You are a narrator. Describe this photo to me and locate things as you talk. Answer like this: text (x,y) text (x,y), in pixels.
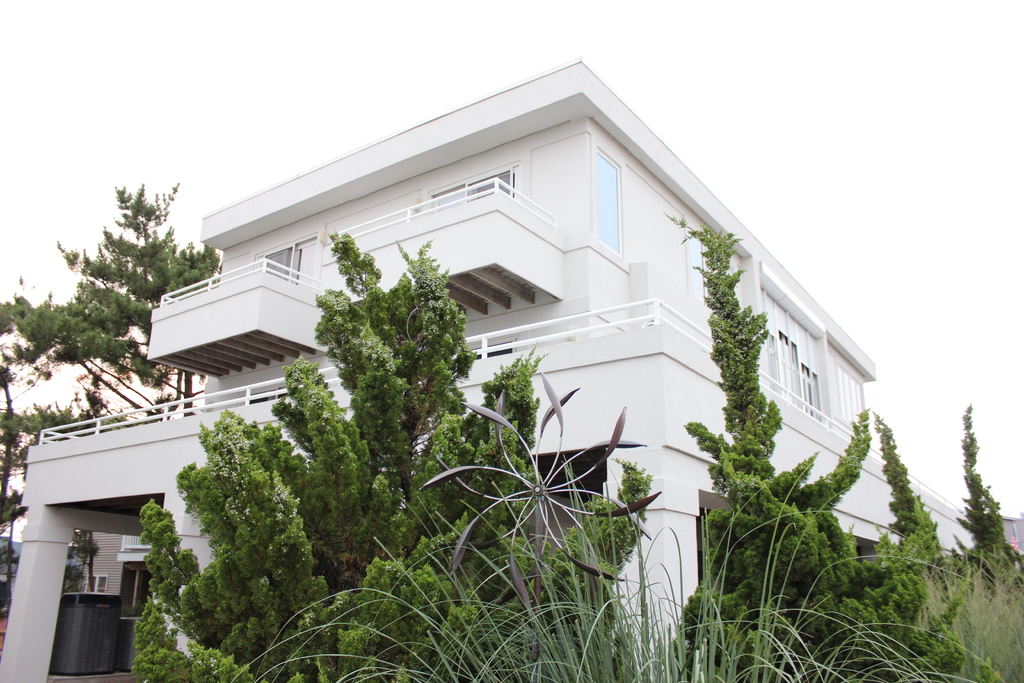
In this image, we can see a house (693,438), walls (792,454), windows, pillars (55,598), rods (274,380), dustbin (111,628). At the bottom (1015,642), we can see plants (600,647). Background (51,333) we can see the sky (70,182), trees (130,359), house (98,571), window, pole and wall (106,553).
